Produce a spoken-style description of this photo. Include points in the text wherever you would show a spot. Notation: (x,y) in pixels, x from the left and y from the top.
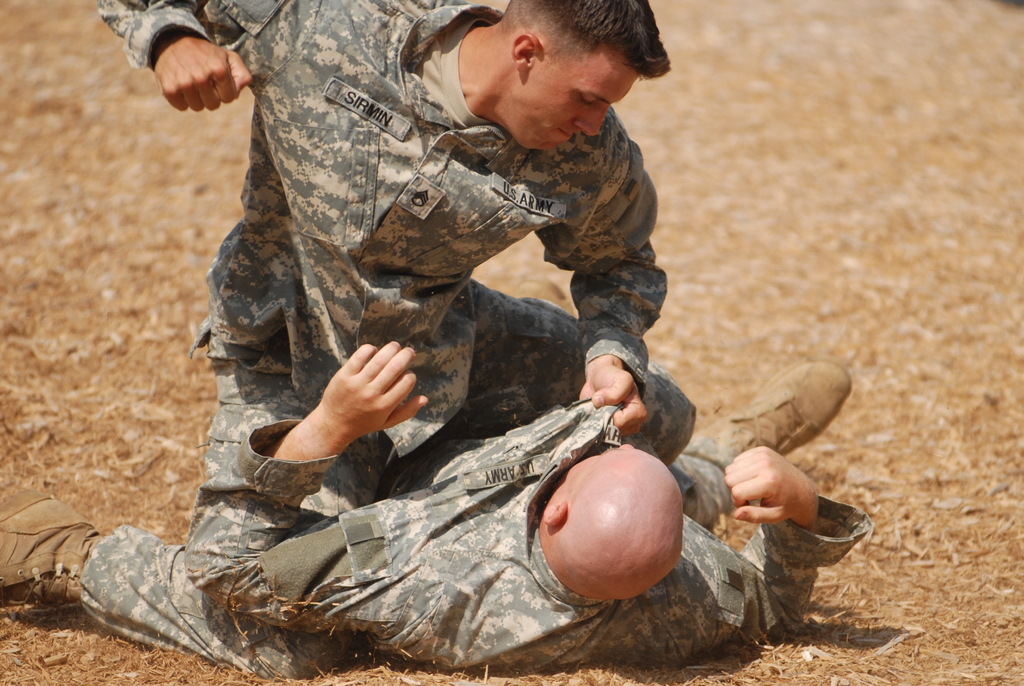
In this image I can see two people (348,350) with military dresses (274,280). I can see one person (544,588) lying on the ground (920,614) and another one (375,132) sitting on him. In the background (648,151) I can see the brown color ground (534,275).
